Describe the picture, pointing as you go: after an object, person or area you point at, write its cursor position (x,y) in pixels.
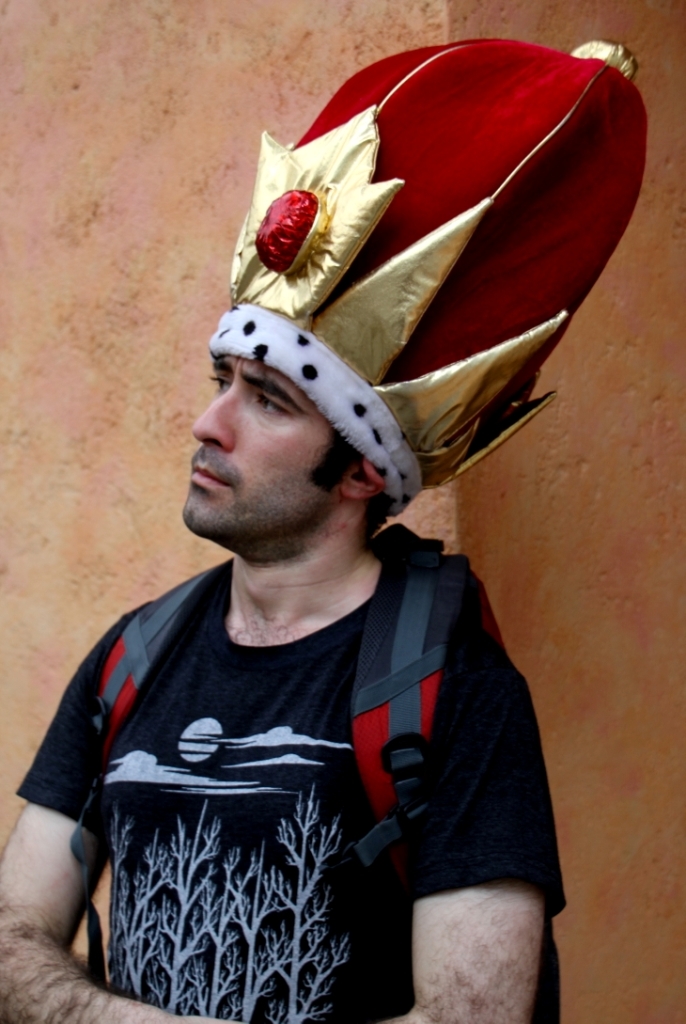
This picture shows a man (261,643) standing and he wore a backpack (361,677) on his back (421,564) and a cap (315,354) on his head (317,420) and we see a wall (36,47) on the back (674,397) and he wore a black color t-shirt (30,786).
